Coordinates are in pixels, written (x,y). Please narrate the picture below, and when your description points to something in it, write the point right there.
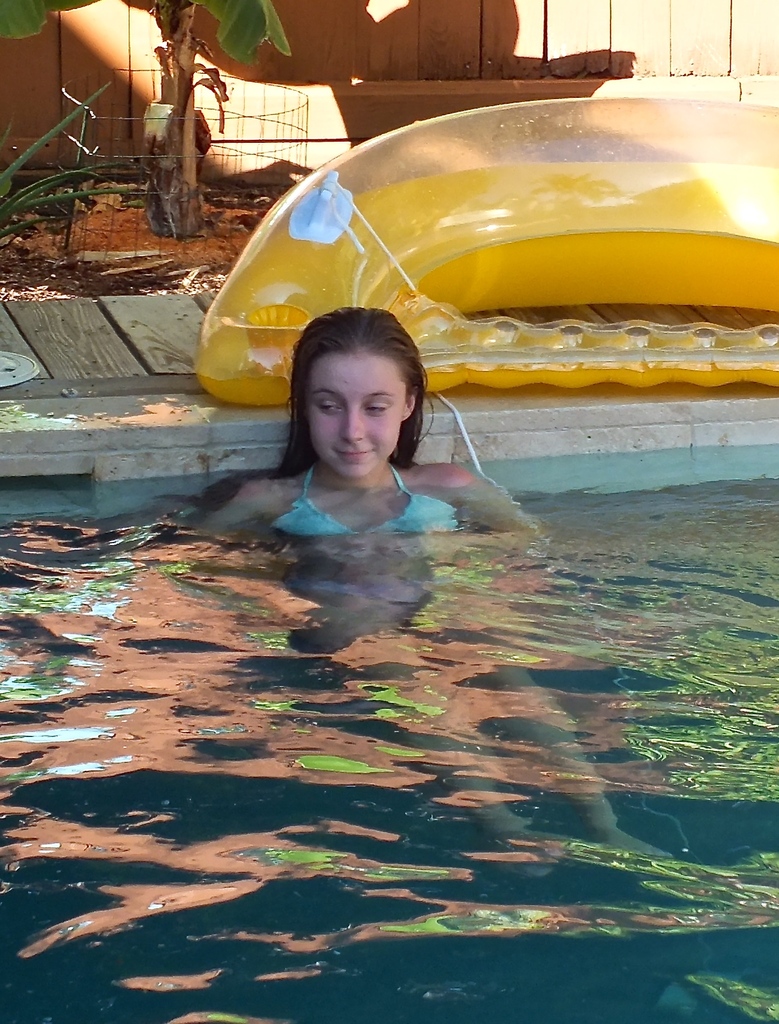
We can see a woman (367,375) is in the water (278,667) and there is an object (492,319) on a platform (194,308) and there is a fence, plant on the ground (186,243) and a wooden fence (42,125).
